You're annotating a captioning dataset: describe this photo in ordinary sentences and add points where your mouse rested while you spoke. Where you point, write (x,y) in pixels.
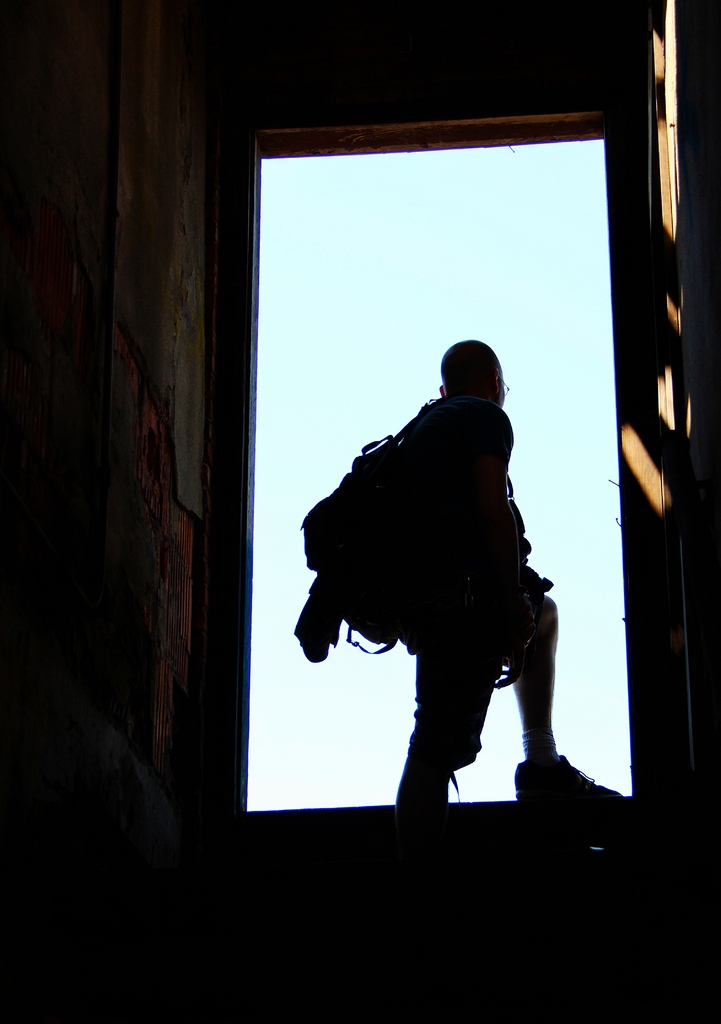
In this picture I can see a person (411,767) standing with a backpack (373,476), and there is a wall (137,440).
